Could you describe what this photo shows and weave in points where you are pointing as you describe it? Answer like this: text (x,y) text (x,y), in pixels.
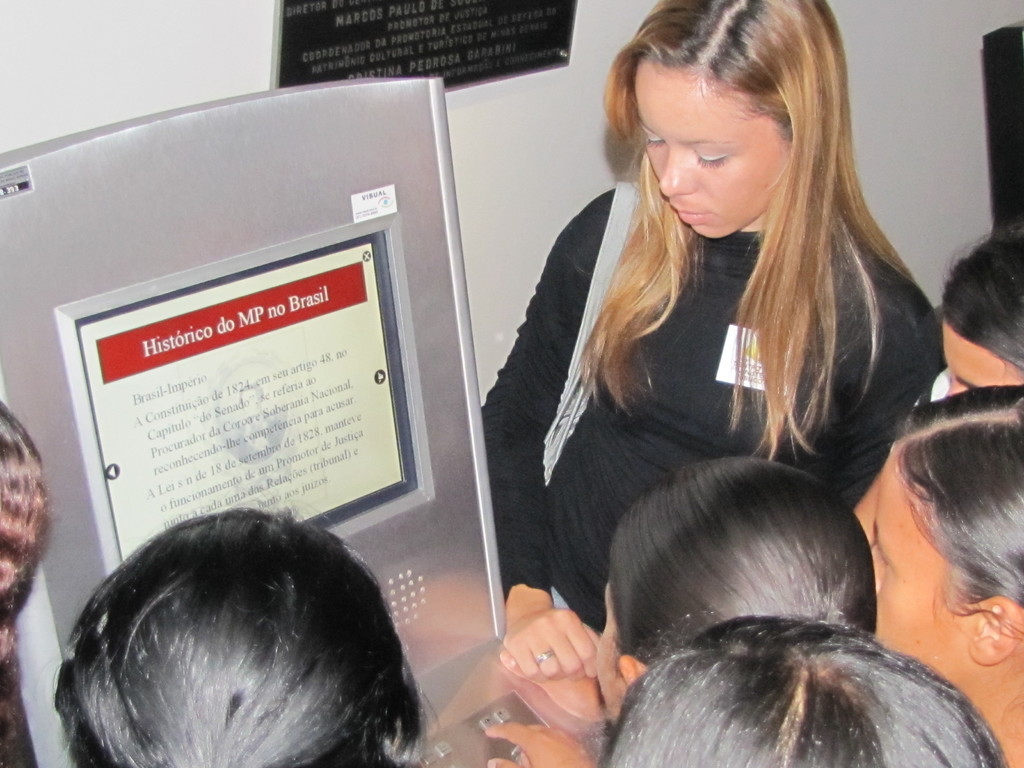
In the center of the image (512,494) we can see a few people (760,588) are standing. Among them, we can see one woman (824,396) is wearing a bag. In front of them, we can see one machine (447,489) and screen (126,424). On the screen (126,424), we can see some text (304,365). In the background (488,39) there is a wall (945,84), black color object (1003,155), banner (528,30) and a few other objects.
